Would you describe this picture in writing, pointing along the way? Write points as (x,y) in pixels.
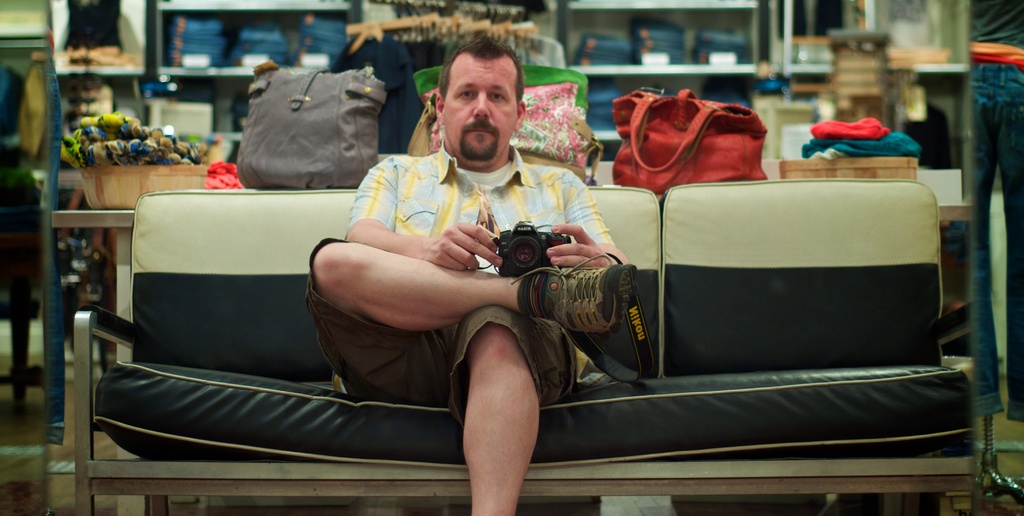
This person (472,196) is sitting on a white and black couch (299,257) and holding camera (544,243). Background (281,124) on table (949,219) there are bags (654,143), container (859,164) with clothes (886,138) and this racks (289,60) are filled with clothes (654,39). Far there is a jeans (981,173).
